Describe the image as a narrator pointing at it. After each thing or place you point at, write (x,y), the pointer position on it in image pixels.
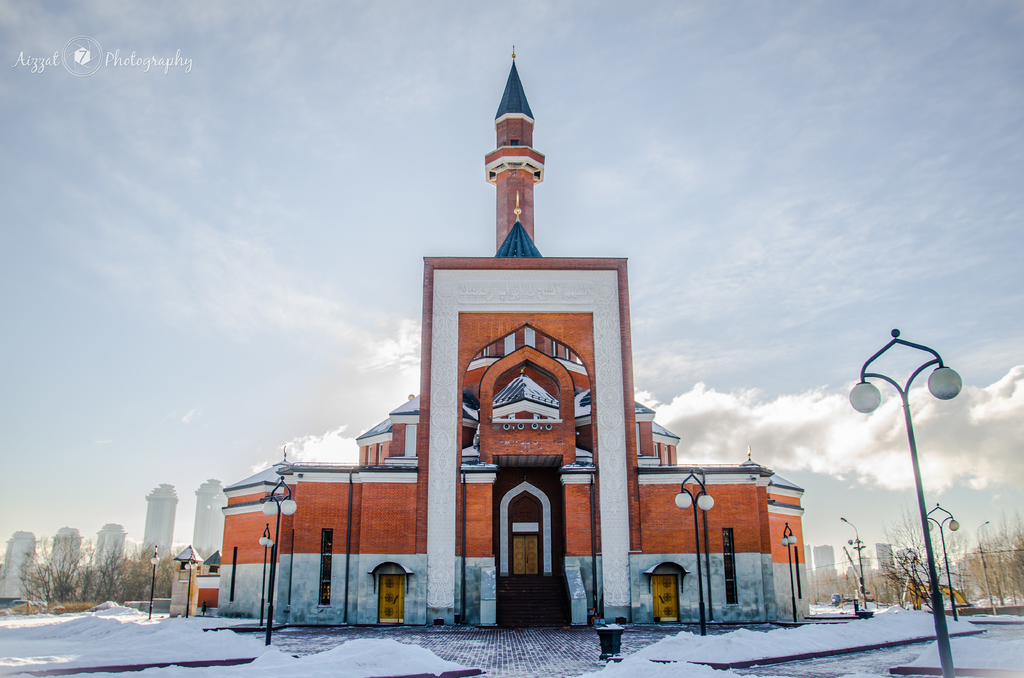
This image consists of snow (198,637), light poles (268,627), buildings (512,553), trees (144,568), tower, wires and the sky (260,206). This image is taken may be during a sunny day.
